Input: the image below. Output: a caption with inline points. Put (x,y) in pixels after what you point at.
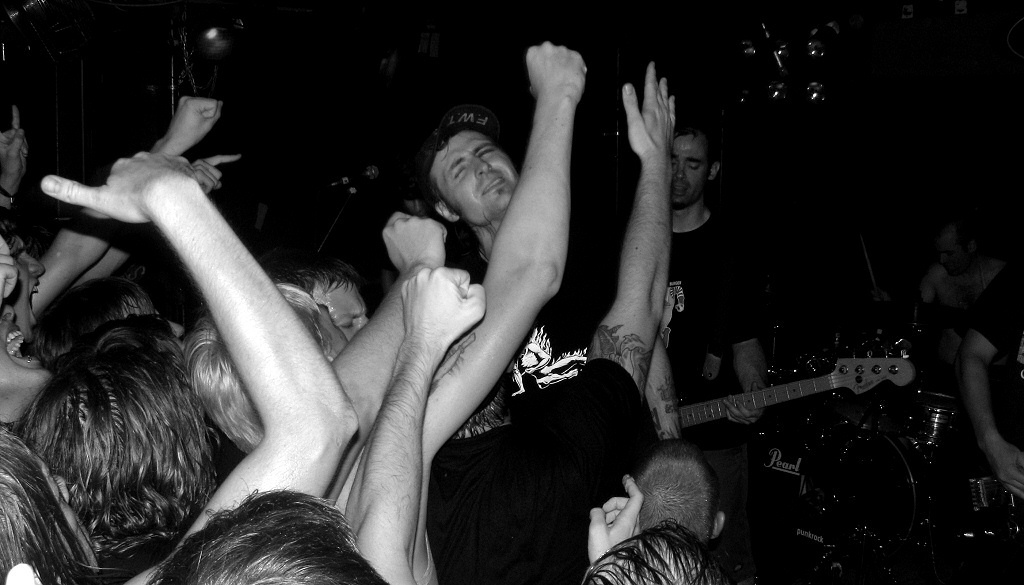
In the picture there are many people (537,215) dancing a person (737,379) is playing guitar (892,362) another person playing drums (787,485).
